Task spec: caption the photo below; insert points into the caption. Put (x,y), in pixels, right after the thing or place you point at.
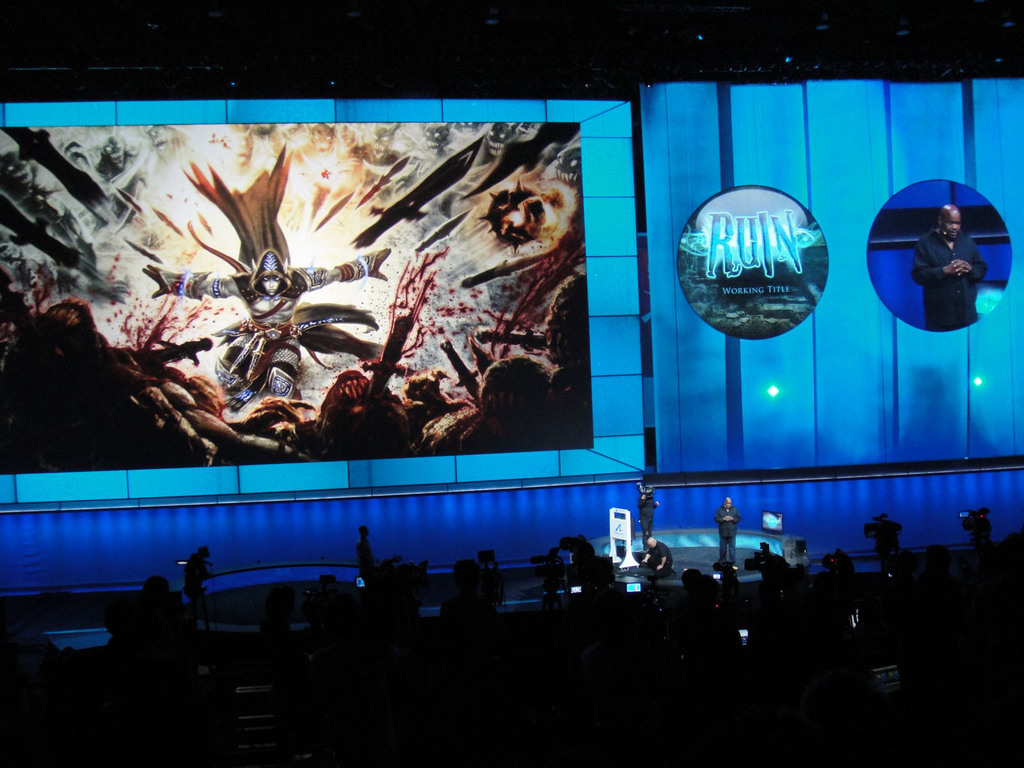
This image consists of persons (871,630) in the center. On the right side (733,537) there is a man (730,537) standing on the stage (685,547). In the background (531,442) there are graphics (691,306).
